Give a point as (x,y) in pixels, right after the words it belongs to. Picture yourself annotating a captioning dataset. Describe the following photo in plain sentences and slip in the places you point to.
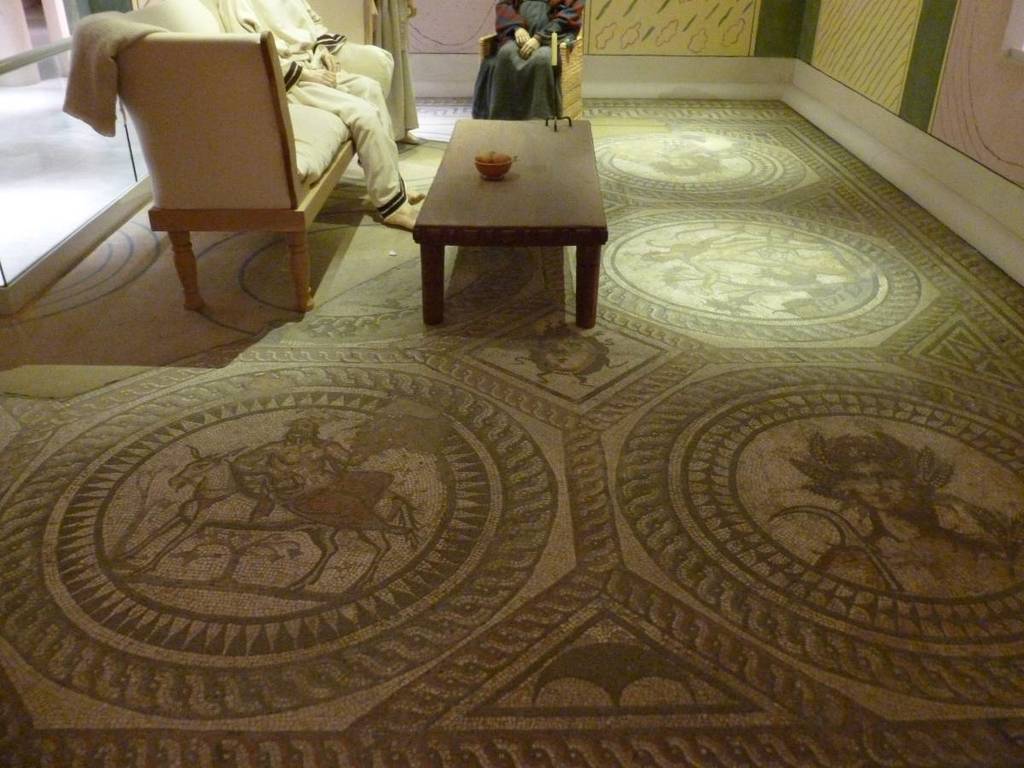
It is inside a house (470,339) there is a table (495,211) and two chairs (331,180), on both of the chairs (269,117) two people (529,45) are sitting, to the right side (841,19) there is a multi color wall (818,68).
